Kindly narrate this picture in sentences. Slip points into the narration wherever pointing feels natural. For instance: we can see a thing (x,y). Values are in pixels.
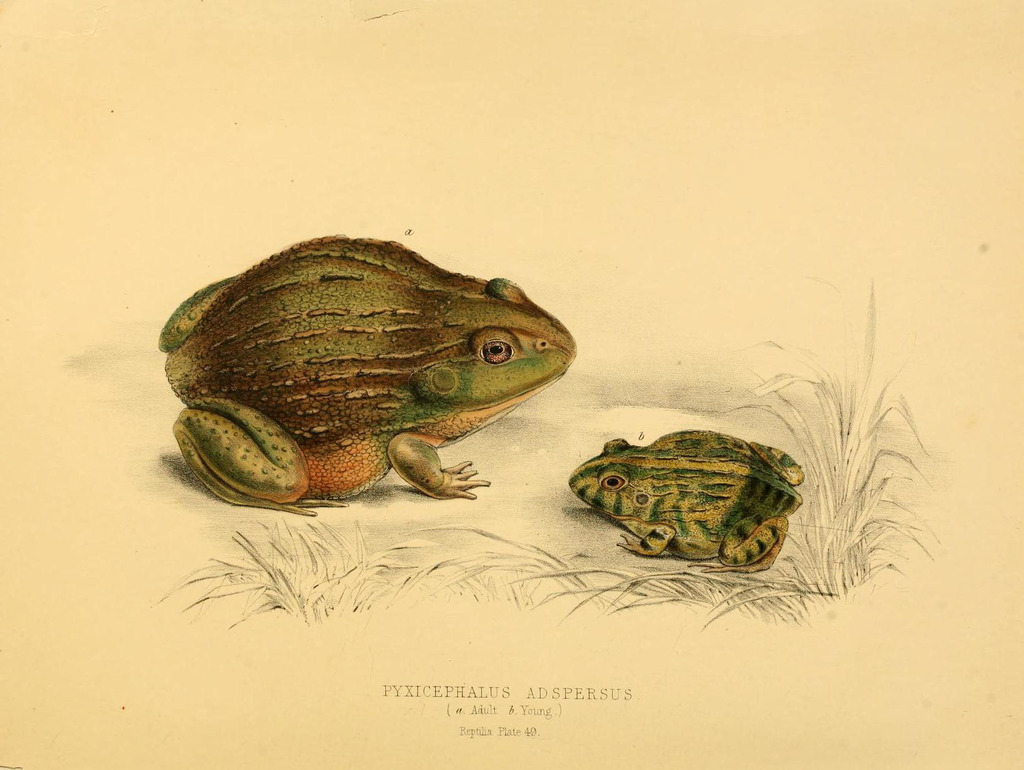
In this image in the middle (550,351), there are two frogs (439,390). At the bottom (471,564) there are plants (515,556) and text (500,701).
